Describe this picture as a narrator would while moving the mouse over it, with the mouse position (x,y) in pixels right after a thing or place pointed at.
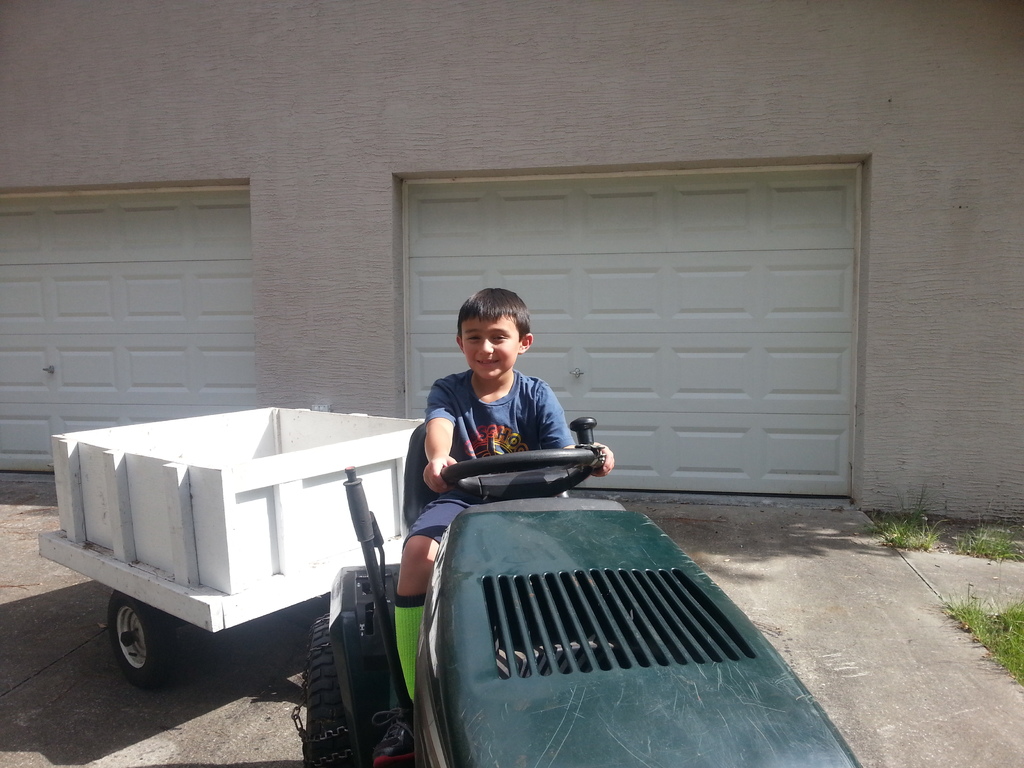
In the picture I can see a vehicle (552,695) with trolley (188,424). I can see a boy (479,448) sitting in the vehicle (443,566) and there is a smile on his face (480,351). In the background (532,231), I can see the wooden doors (755,242).
